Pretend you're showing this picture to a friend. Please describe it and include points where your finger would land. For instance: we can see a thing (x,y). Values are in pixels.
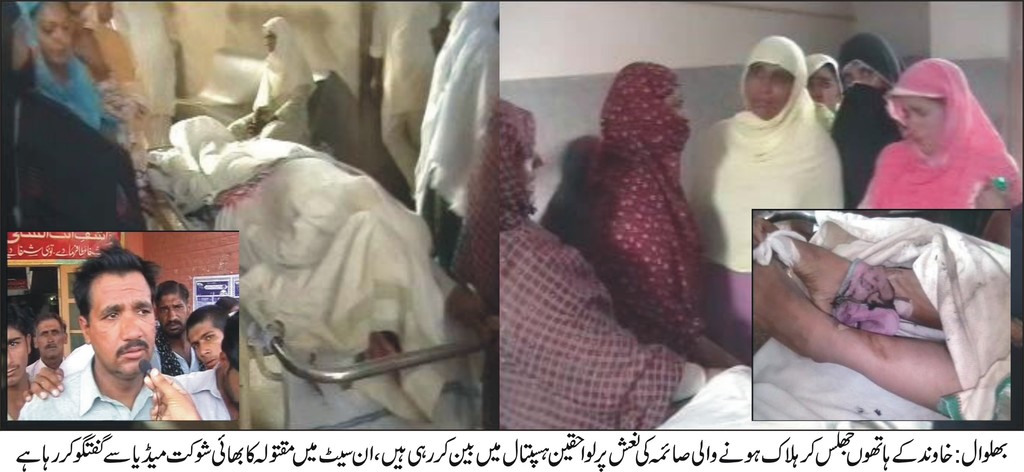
In this image i can see the hospital (216,77) view, there are few women (762,74) and some people (92,283) speaking to the media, at the bottom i can see some written text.
